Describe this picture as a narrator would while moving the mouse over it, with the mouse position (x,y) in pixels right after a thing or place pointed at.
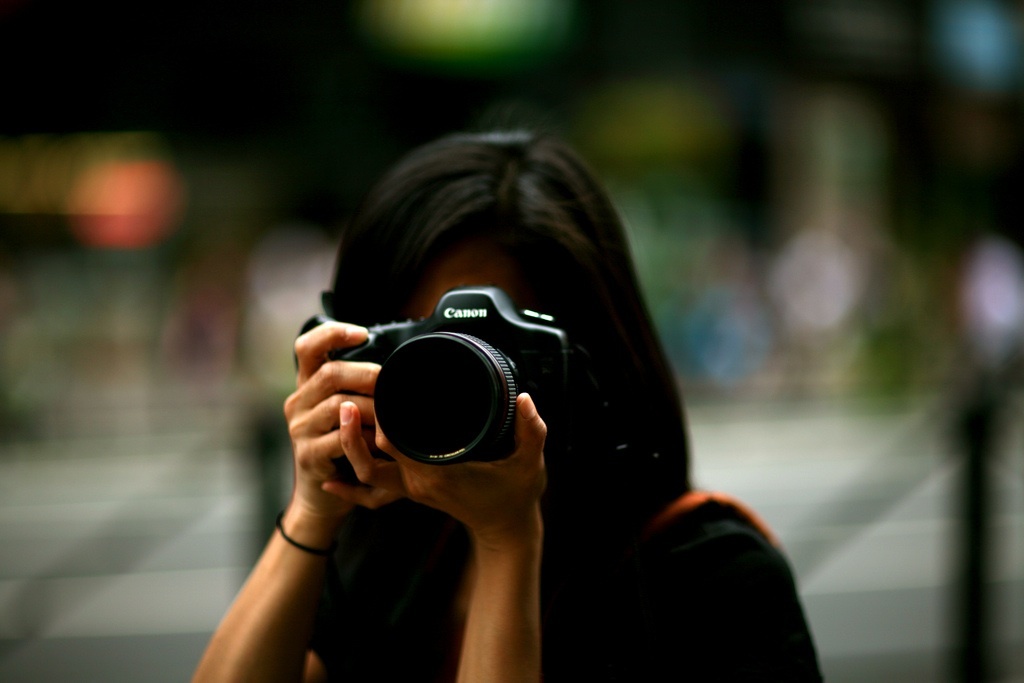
In this picture, There is a woman (637,484) standing in the middle (488,387) she is holding a camera (474,391) which is in black color and she is taking a picture.
